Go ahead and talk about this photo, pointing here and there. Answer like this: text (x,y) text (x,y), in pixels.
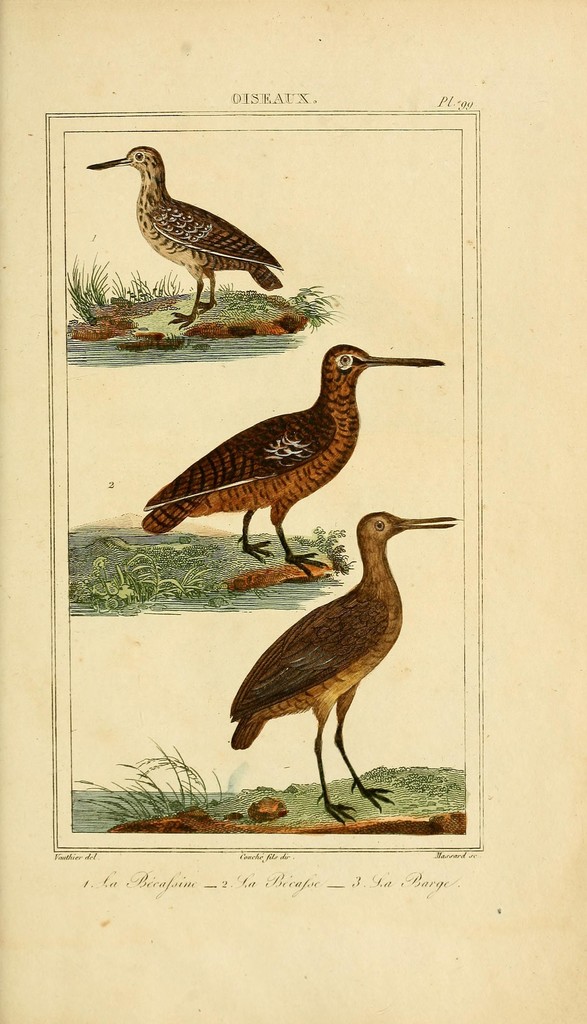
In the image I can see a poster (120,448) in which there are three birds (296,459), plants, grass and water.
